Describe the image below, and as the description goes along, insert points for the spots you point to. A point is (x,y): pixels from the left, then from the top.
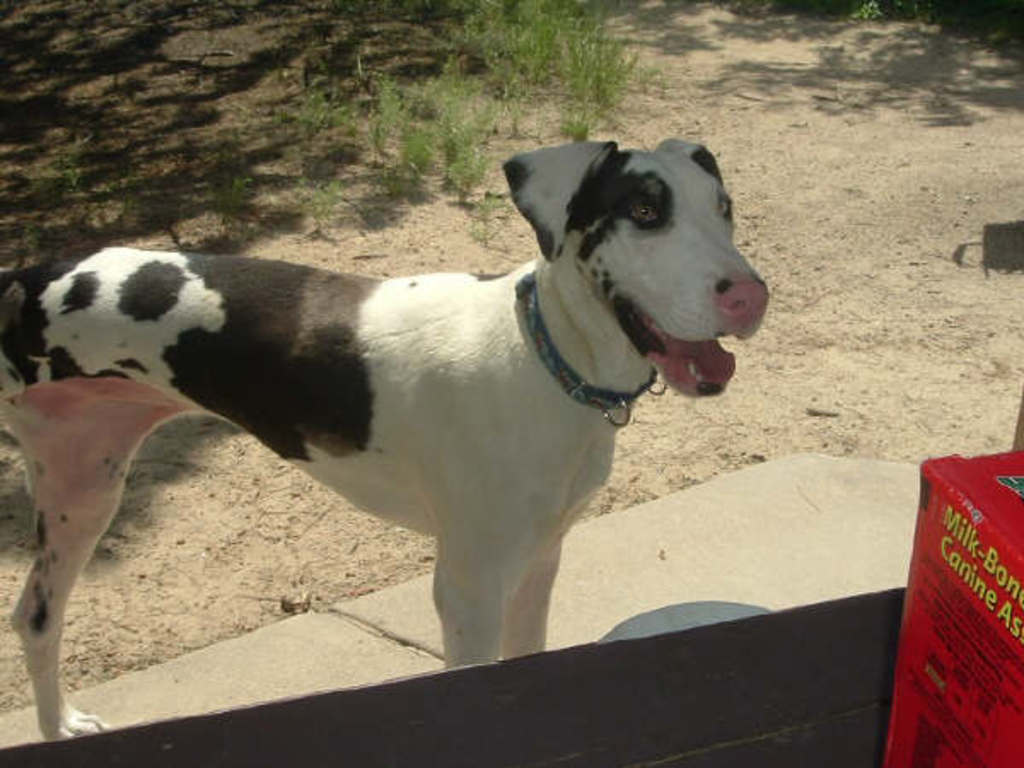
In this image we can see a dog (255,389) with a collar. Also there is a box (920,615) with text (942,683). And it is on a surface (520,669). In the background (378,207) there is grass (326,97) on the ground (258,525).
